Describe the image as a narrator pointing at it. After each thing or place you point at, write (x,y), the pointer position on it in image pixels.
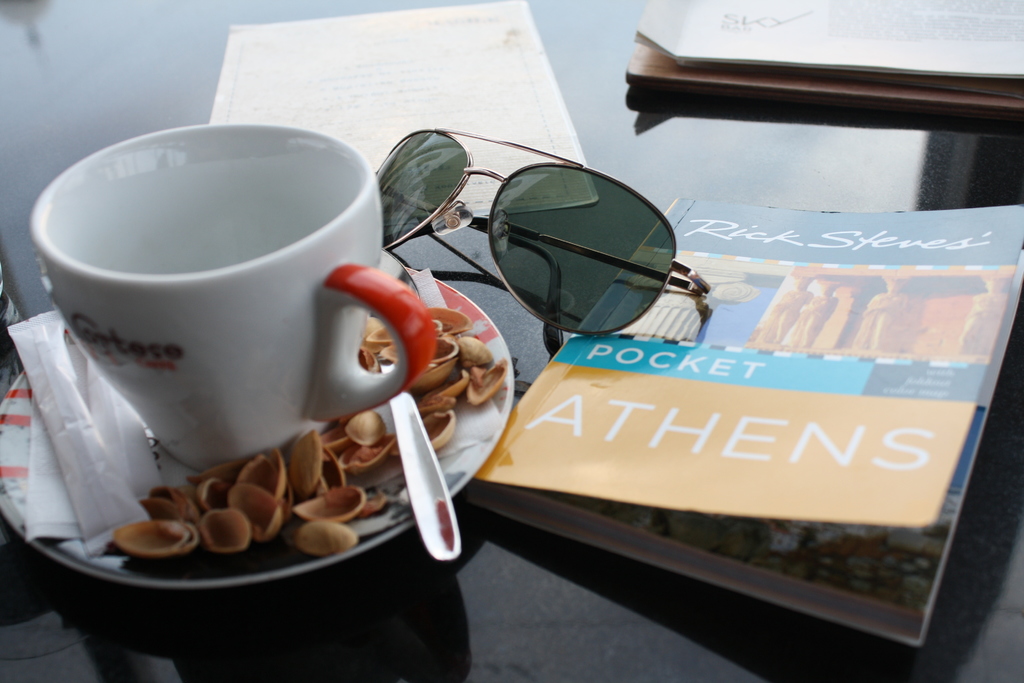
In this image, I can see a book (895,536), goggles (561,274), papers (545,77), cup (214,363) and saucer (171,575) on the table (185,610). This looks like a spoon (411,415). I can see a pistachio peel (438,368) and sugar packets (112,490) on the saucer (404,502).
